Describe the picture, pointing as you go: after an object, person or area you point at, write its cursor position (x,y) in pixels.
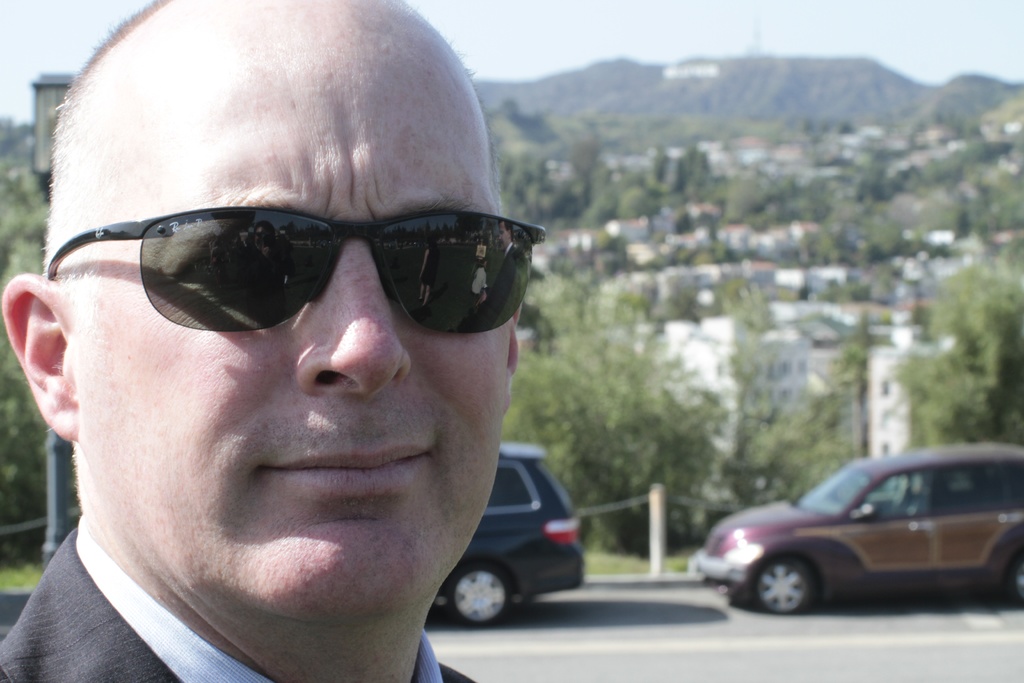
In the front of the image (305,499) I can see a person's face (311,576) and he wore goggles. In the background of the image (734,289) it is blurry. There are hills (986,97), trees (554,302), buildings (690,209), pole (56,494), vehicles (566,515), road (690,627), sky (642,8) and objects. Vehicles (736,586) are on the road (706,611).
